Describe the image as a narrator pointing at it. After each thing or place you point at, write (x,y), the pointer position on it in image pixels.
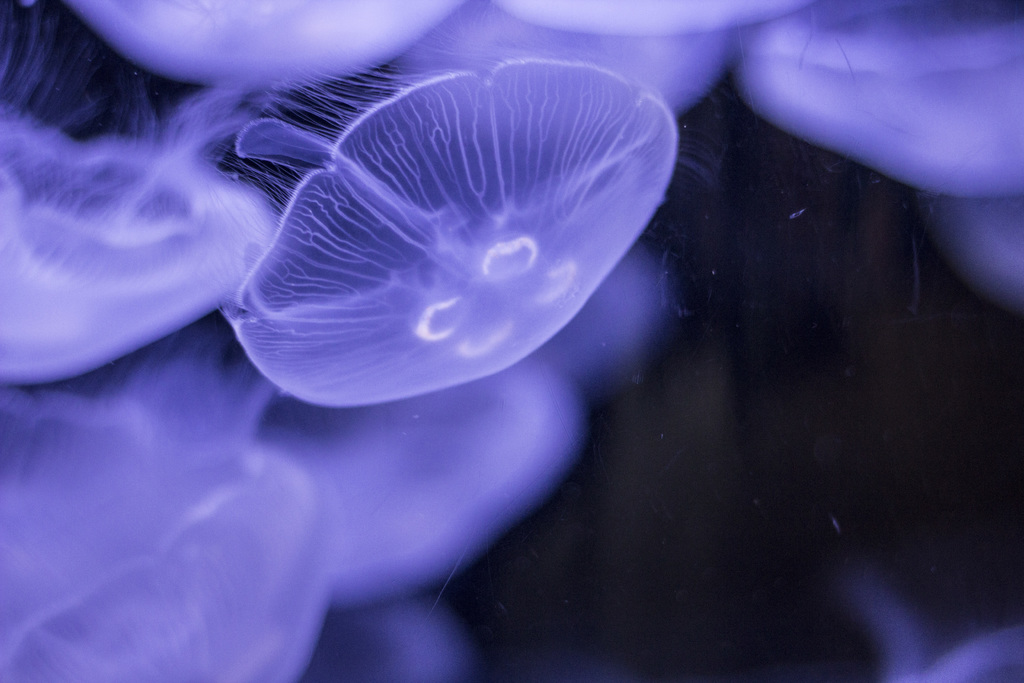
In this image we can see some jellyfish (405,124), and the background (887,331) is dark.
